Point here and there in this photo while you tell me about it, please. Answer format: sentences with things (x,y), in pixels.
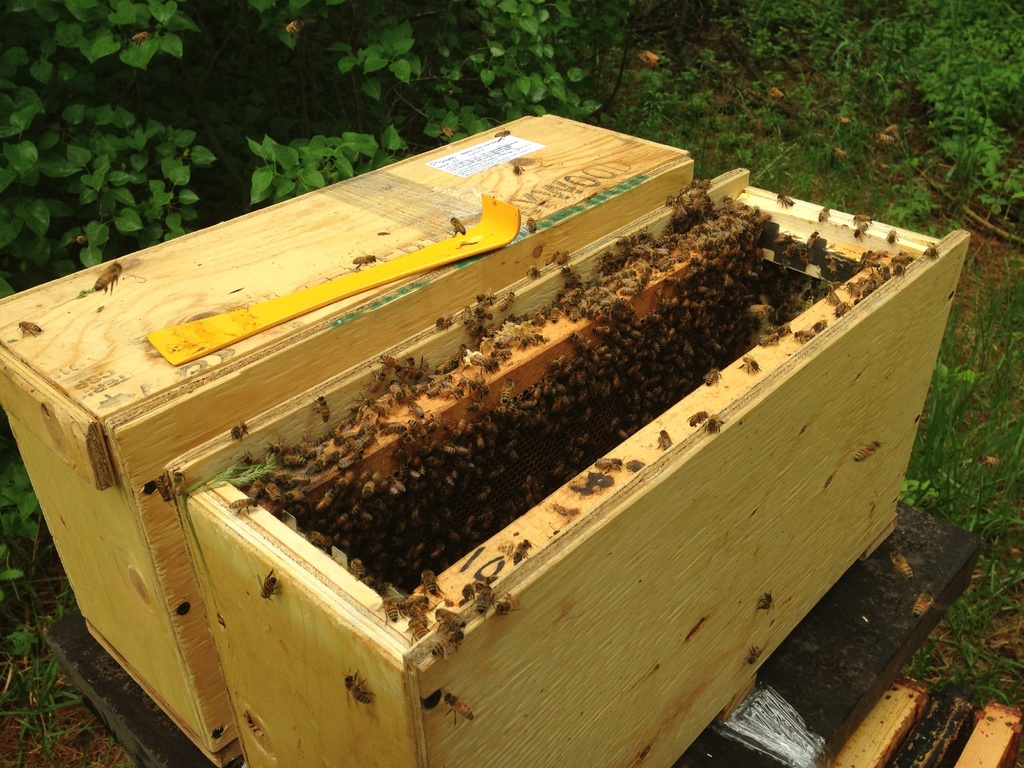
In this picture we can see honey bees (612,352) in a wooden box (884,503). On the left side of the picture (166,309) we can see wooden box (182,303). On the wooden box (40,342) we can see a yellow object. In the bottom right corner of the picture (850,705) we can see wooden objects (867,730). We can see leaves (15,1), plants (19,53) and grass (974,21).
